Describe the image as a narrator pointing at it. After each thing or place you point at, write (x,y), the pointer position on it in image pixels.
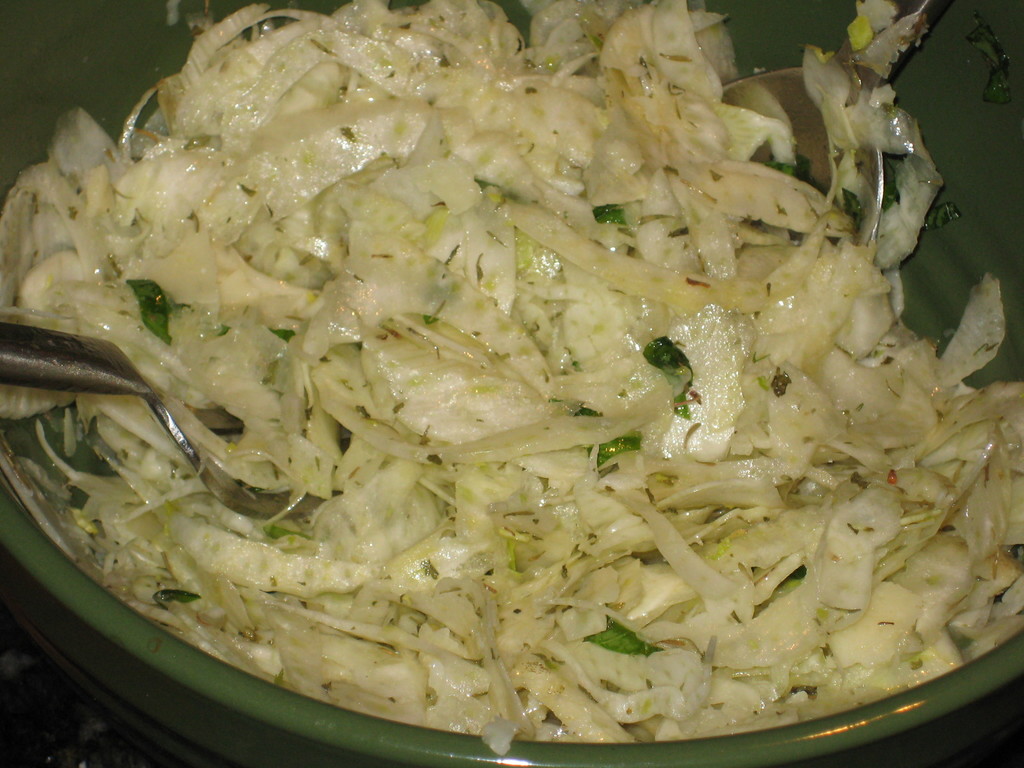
In this image I see a bowl (931,46) which is of green in color and I see food (312,204) which is of white and green in color and I see 2 silver color spoons (13,349).
